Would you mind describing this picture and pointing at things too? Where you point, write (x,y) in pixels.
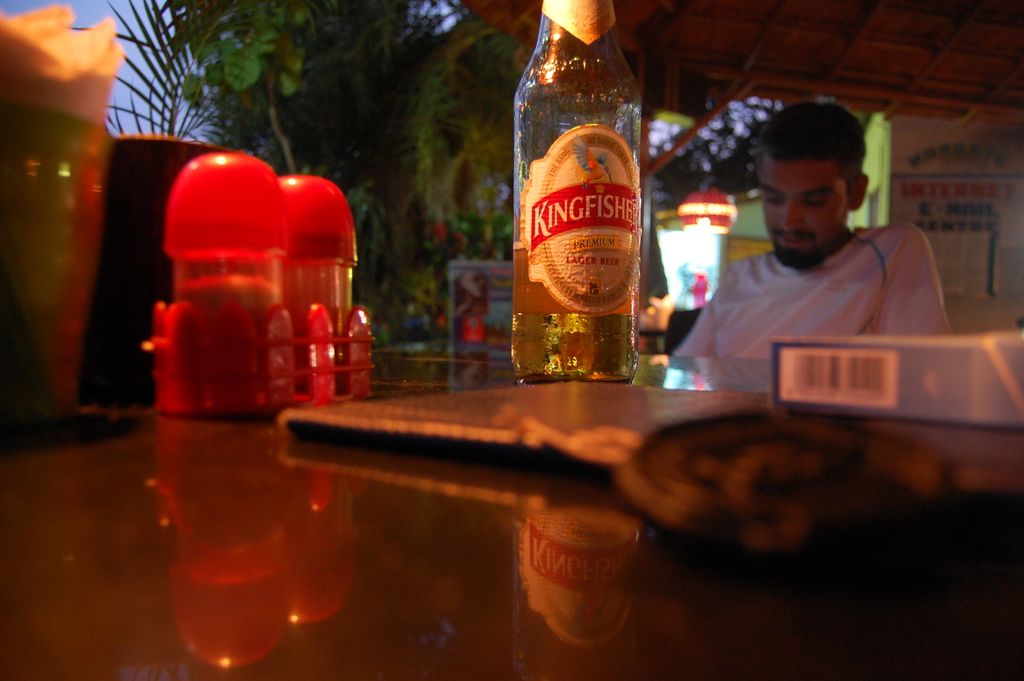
A man (763,179) is sitting at a table (716,366). There is a beer bottle (545,236), salt and pepper containers (246,278), a book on the table (443,540).
